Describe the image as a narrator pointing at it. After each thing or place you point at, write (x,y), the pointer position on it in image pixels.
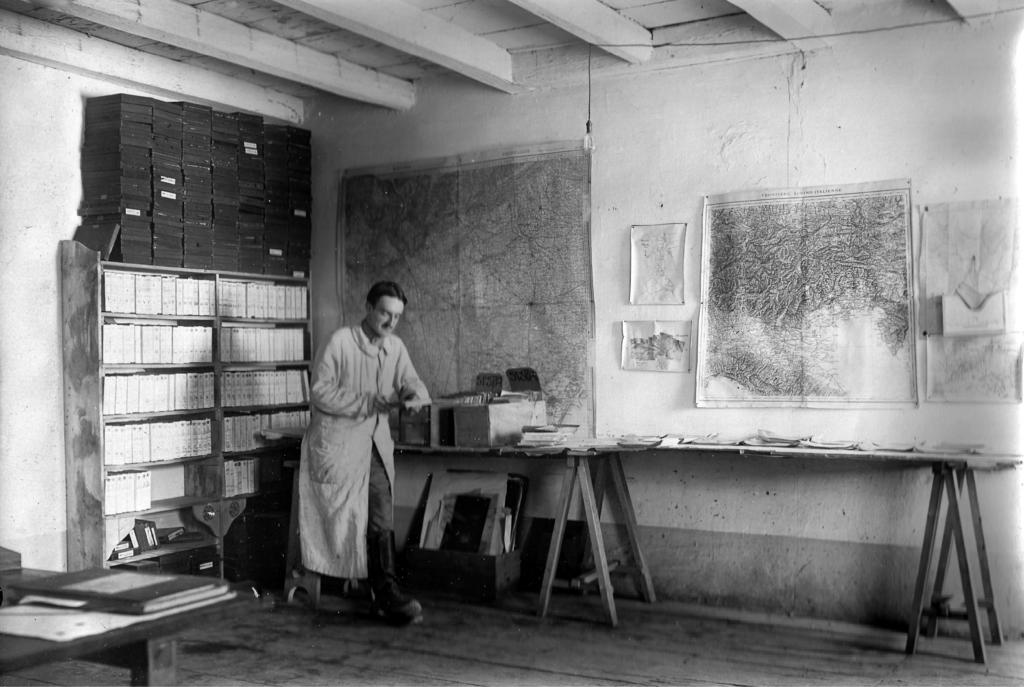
In this picture is a person (333,357) standing and his holding an object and in the backdrop (245,352) there are some books (162,400) arranged in the Shelf (209,361) there is a map (492,198) pasted on the wall (432,144).
